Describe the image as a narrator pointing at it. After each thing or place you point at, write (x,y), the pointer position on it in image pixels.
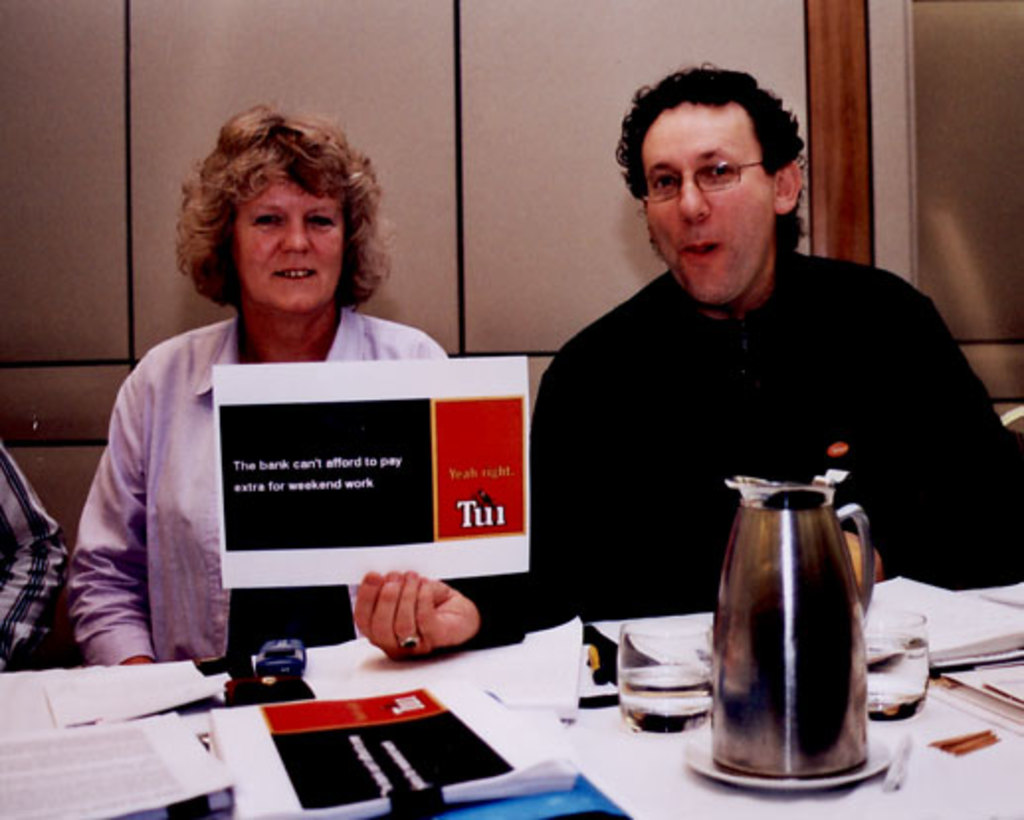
In this image In the middle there is a table (593,721) on that there are many papers (487,745), glass (892,668) and jar (770,643). In the right (730,318) there is a man (716,424) he wear black t shirt (673,432) he is holding a poster (392,496). On the left (199,513) there is a woman (214,502) her hair (369,247) is short she wears shirt (163,459).
